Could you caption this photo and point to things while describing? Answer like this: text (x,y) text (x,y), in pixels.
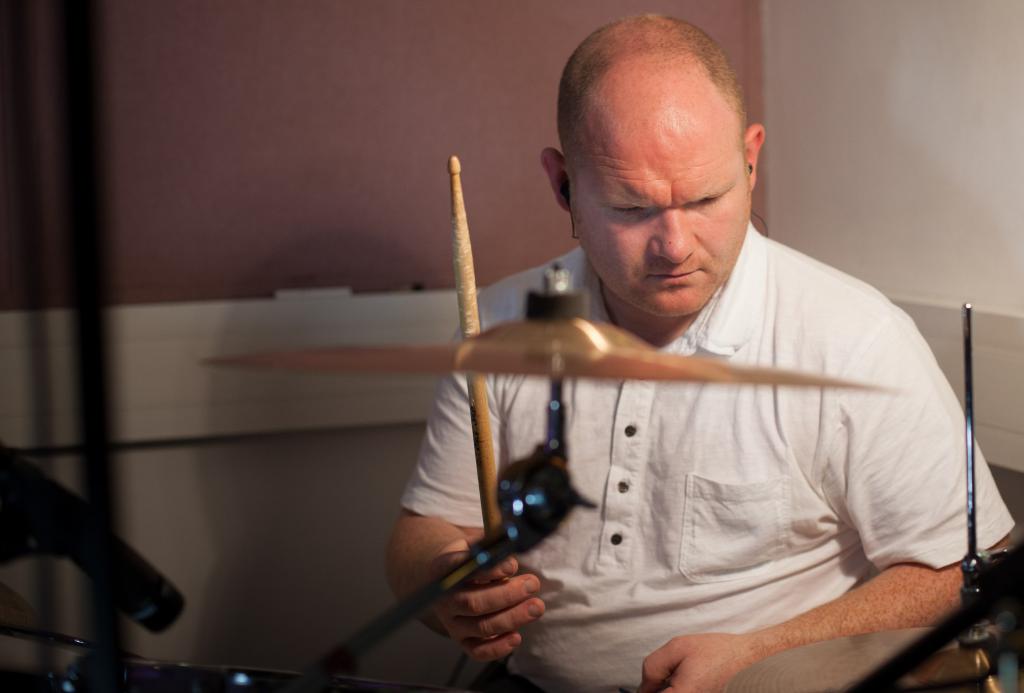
In this picture there is a man (728,99) with white shirt (738,281) is sitting and holding the drumstick (484,514). In the foreground (468,578) there are drums (992,628). At the back (452,134) there is a wall (391,76). At the bottom left (158,570) there is a microphone (61,521).
